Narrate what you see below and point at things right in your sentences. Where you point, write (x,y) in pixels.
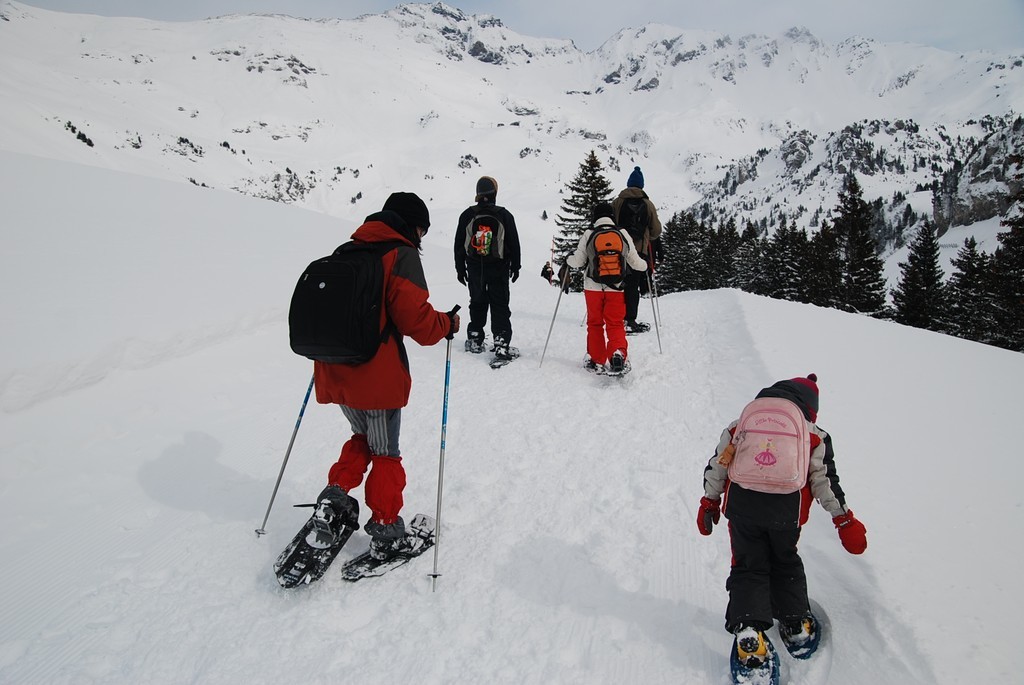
In this image people (372,526) are walking on the snow (461,323). At the right side of the image (840,223) there are trees (782,250).
